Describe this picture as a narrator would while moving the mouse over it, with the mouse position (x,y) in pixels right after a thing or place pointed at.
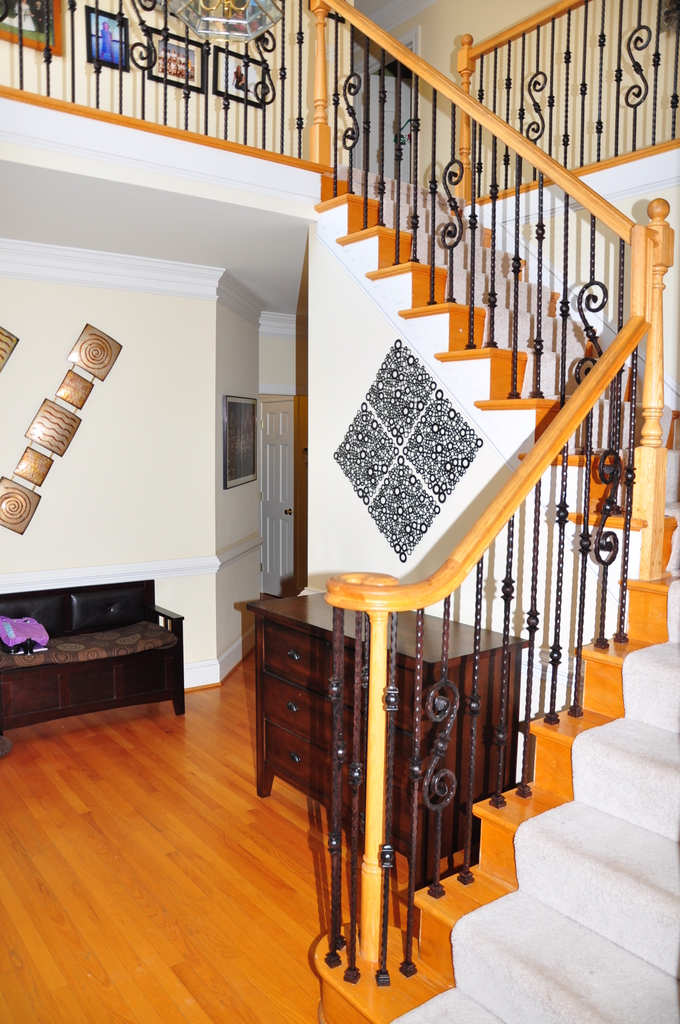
the picture there is a living room (125,868) with staircase (485,265).
